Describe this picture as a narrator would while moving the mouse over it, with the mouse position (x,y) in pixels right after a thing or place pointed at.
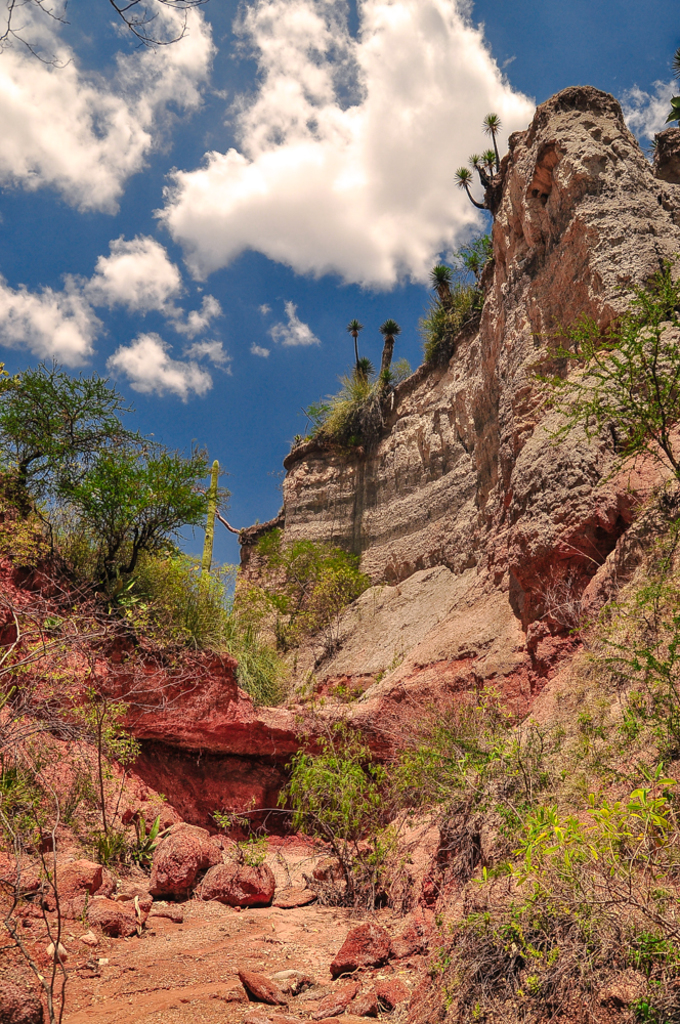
In this image, It looks like a hill (499,289). I can see the trees (33,414), plants (360,888) and the rocks (291,988). At the top of the image (392,93), these are the clouds (365,163) in the sky (469,72).
